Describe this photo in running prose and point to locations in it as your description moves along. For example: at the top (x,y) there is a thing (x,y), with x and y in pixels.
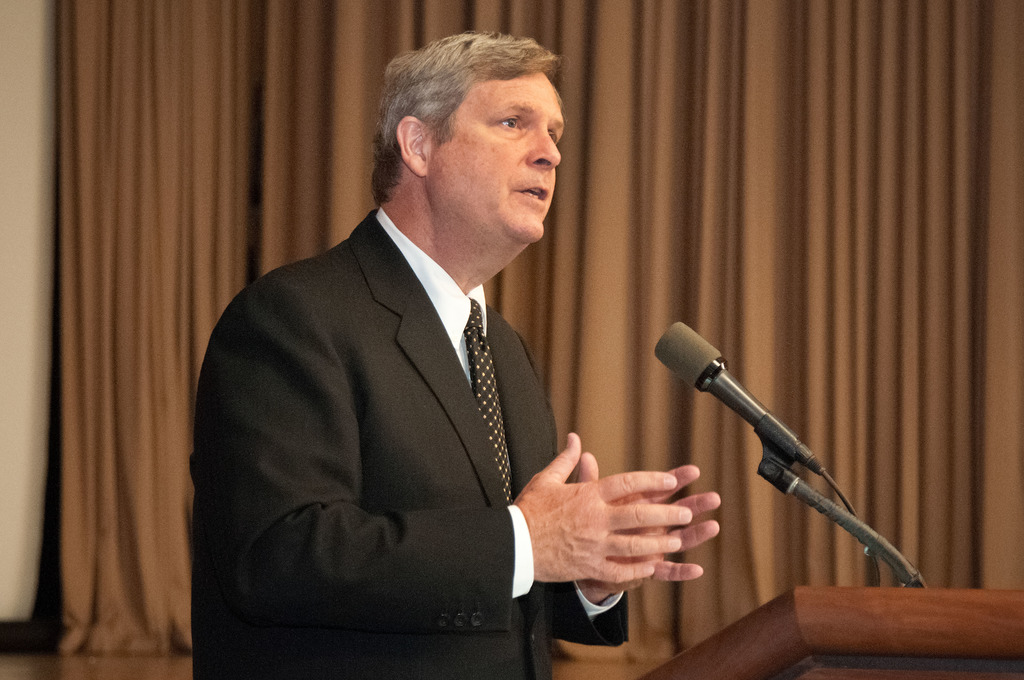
In this picture we can see a man (514,665) wore a blazer (225,500), tie (469,356) and speaking on mic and in the background (92,361) we can see curtains (319,115).
